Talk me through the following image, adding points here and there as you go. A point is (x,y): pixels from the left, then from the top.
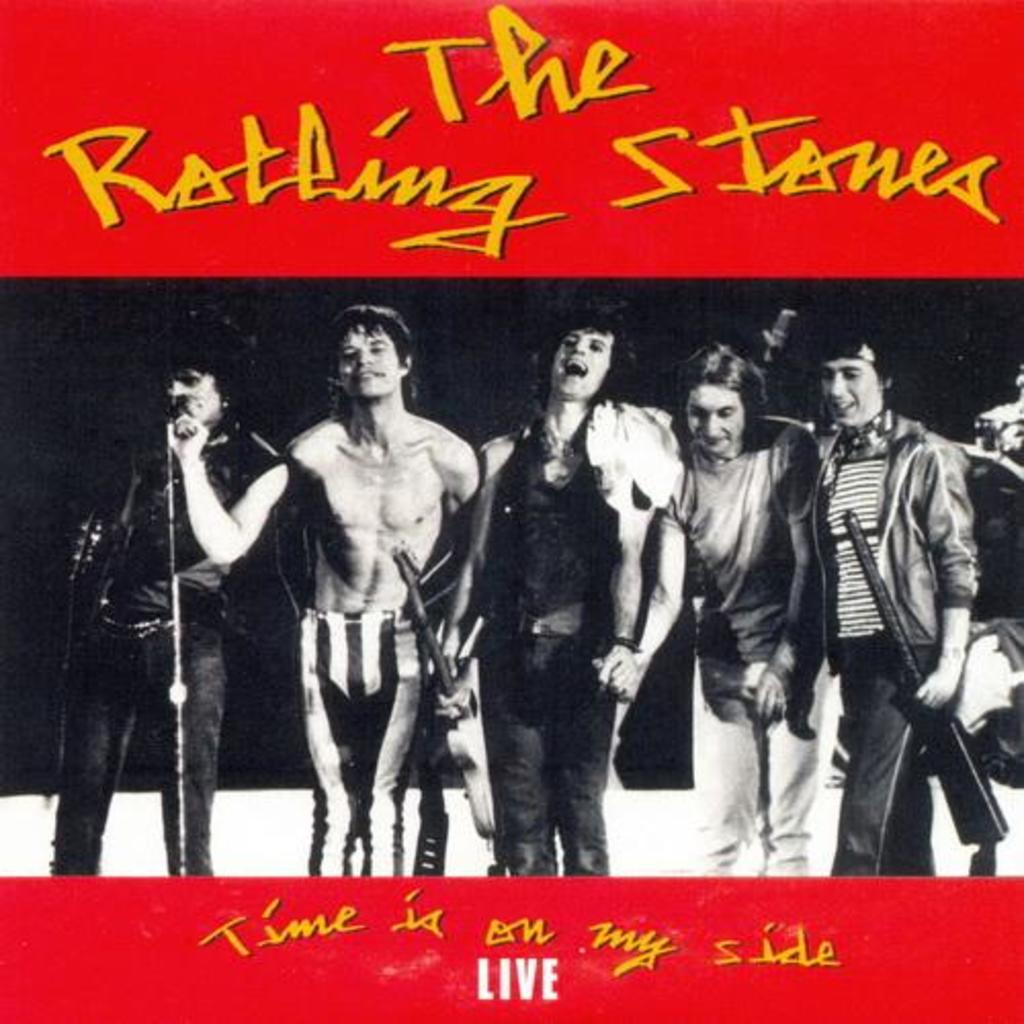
In the image we can see there are people (451,444) standing, wearing clothes (848,739). This is a microphone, guitar (959,758) and other object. This is a text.
